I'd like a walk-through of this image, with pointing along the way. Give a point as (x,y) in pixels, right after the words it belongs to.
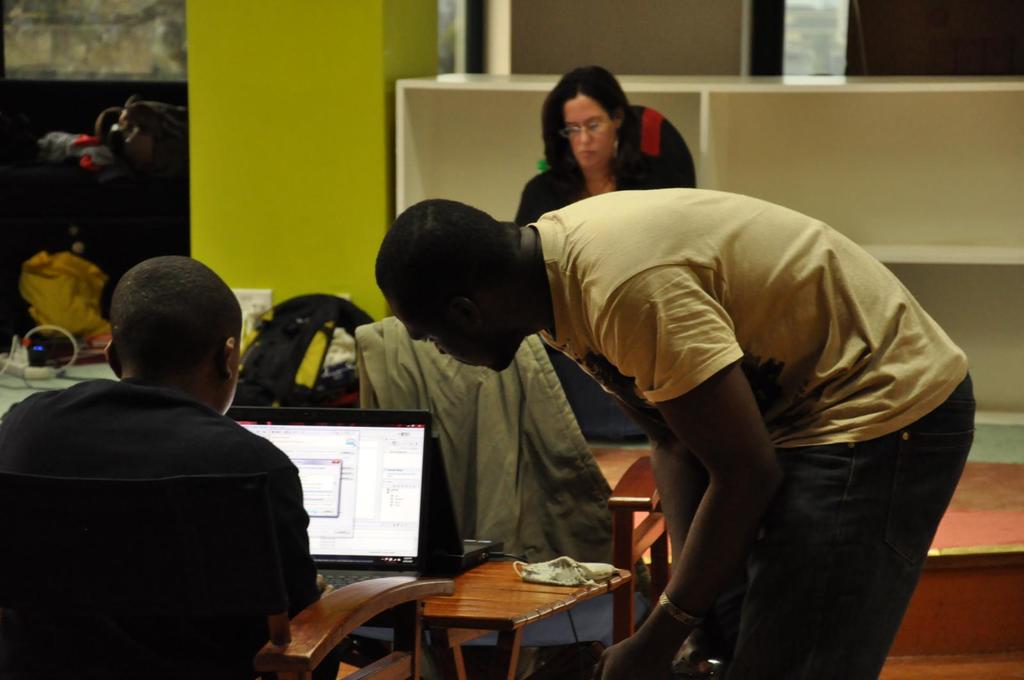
In this image i can see a person (158,338) sitting and a person (885,471) standing beside him, On the table (524,584) i can see a laptop (370,512). In the background (590,176) i can see a woman (578,173), the wall (323,99), a rack (755,170) and few bags (154,164).
